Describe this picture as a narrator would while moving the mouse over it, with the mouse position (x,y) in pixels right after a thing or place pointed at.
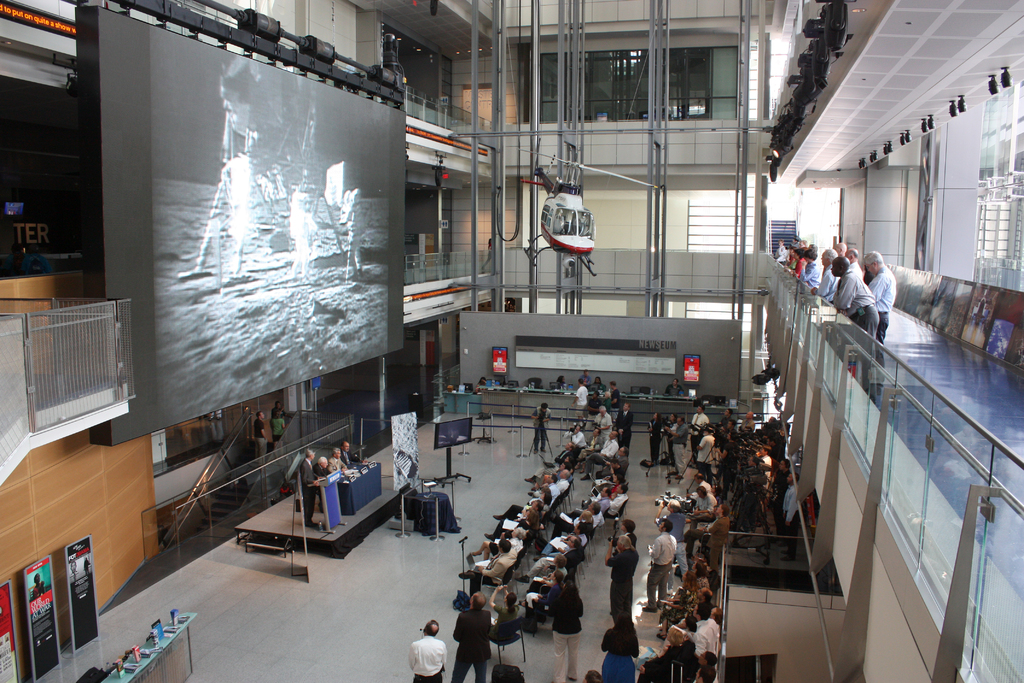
It is an inside view of a building (347,622). Here we can see few people (673,636). Few are sitting and standing. At the bottom (148,678), we can see few boards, few objects (138,655), things (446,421). In the middle of the image (673,336), railings (907,447), screen (164,266), helicopter (570,242), walls (640,234), glass objects (904,464), pipes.
